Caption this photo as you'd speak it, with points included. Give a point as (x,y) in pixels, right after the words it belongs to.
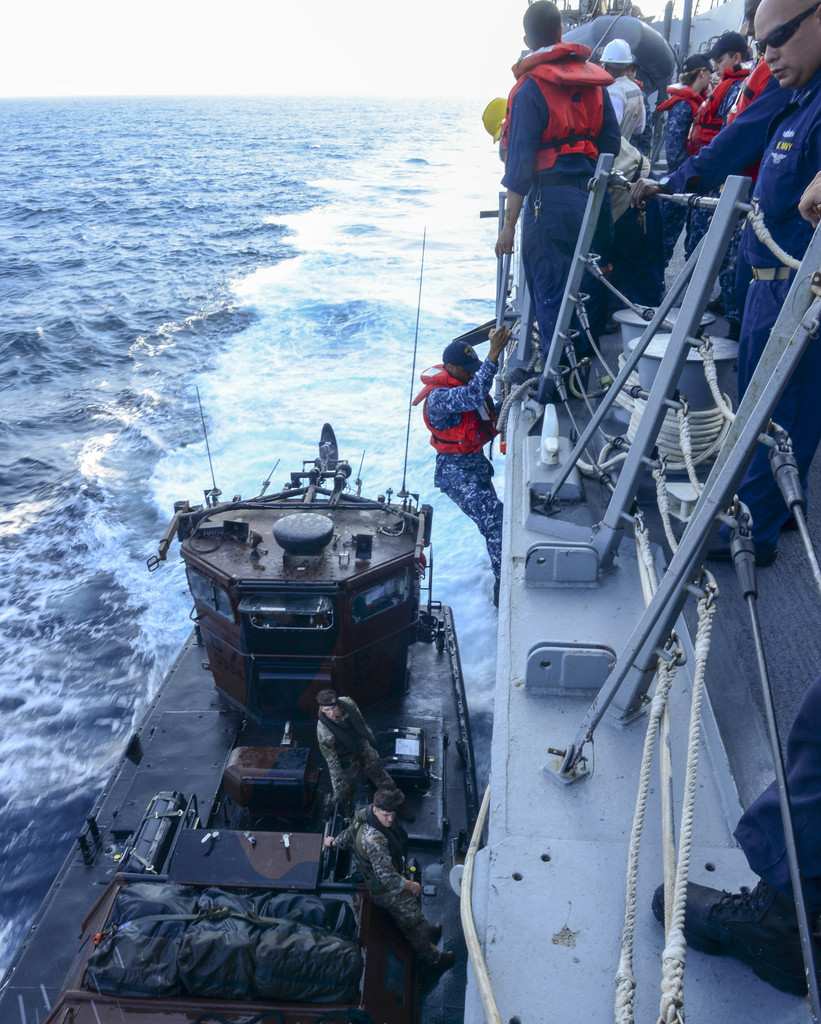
In this image we can see a group of people (373,839) standing on the ships (283,885) placed in water (416,419), we can also see some people (548,97) wearing life jackets (558,124). On the right side of the image (633,416) we can see some metal poles (739,462), ropes (665,774) and some cables (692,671). At the top of the image (402,18) we can see the sky (446,53).
